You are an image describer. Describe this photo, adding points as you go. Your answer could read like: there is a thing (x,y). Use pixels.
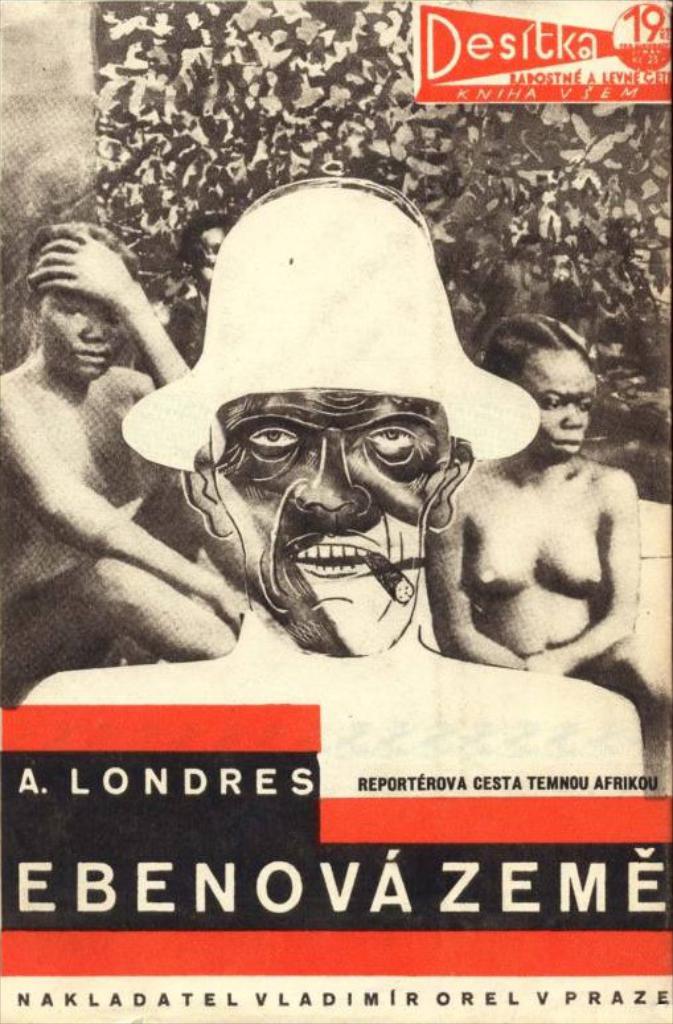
In this image I can see it looks like an image (421,673) on the book (425,714). There is the text (527,780) at the bottom (325,899), there are two persons (58,382) on either side of this image.
